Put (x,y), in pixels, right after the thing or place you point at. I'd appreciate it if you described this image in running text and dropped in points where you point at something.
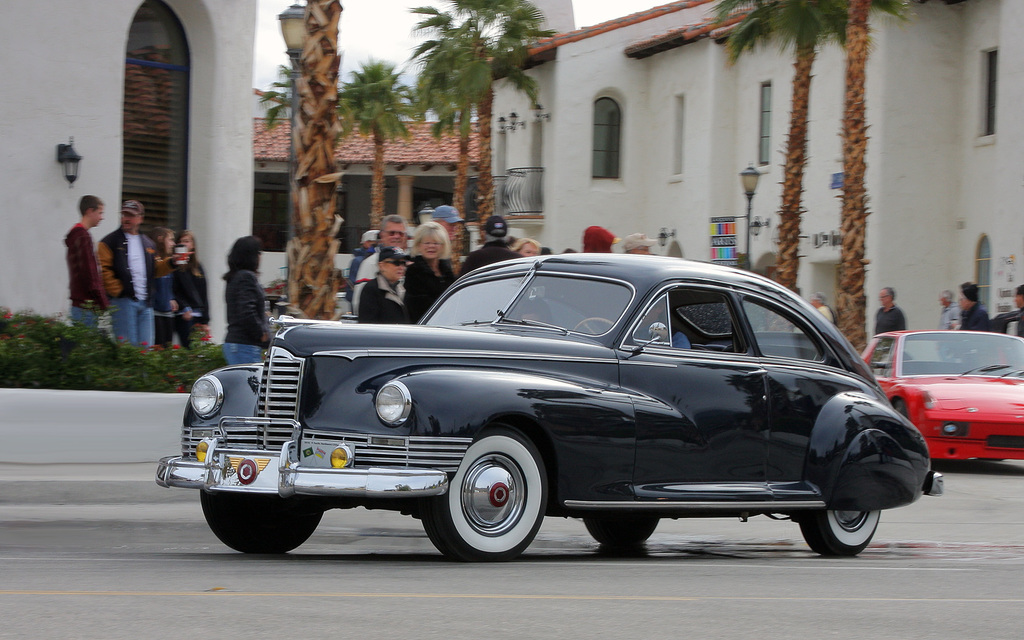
In this picture we can see cars (711,497) on the road (678,582) and a group of people (453,222), plants (11,377), trees (854,328), buildings (473,199) and some objects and in the background (378,33) we can see the sky (339,38).
